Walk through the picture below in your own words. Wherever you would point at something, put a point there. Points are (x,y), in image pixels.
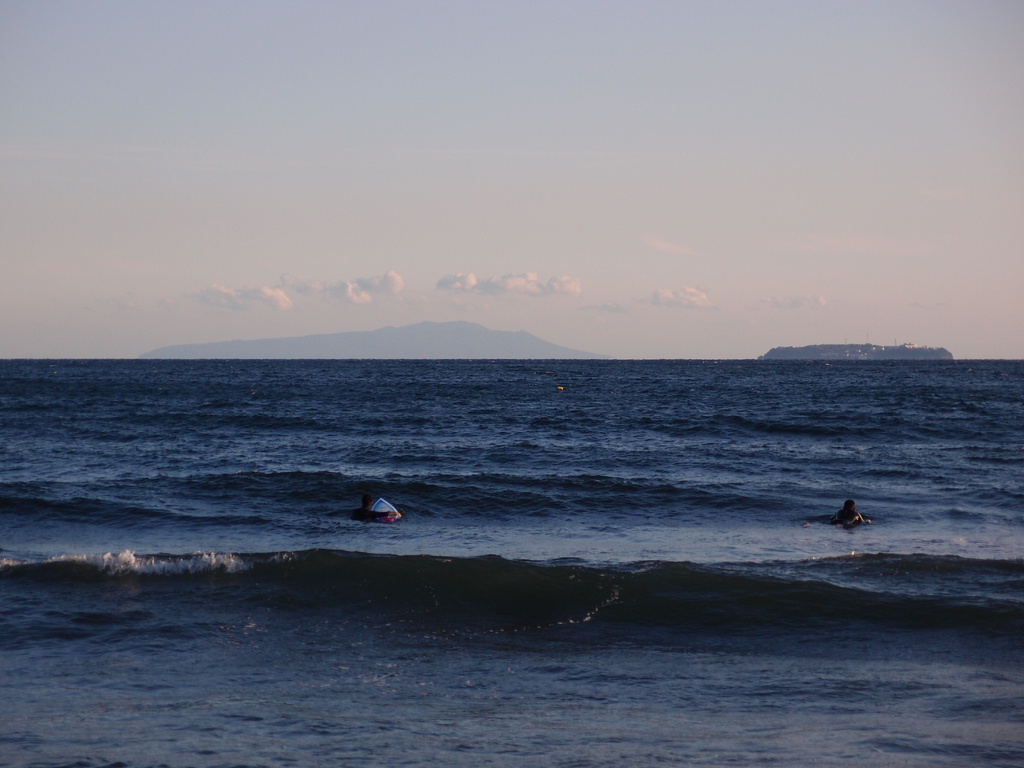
In this image I can see people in the water (655,536). In the background (539,266) I can see the sky (503,307).
